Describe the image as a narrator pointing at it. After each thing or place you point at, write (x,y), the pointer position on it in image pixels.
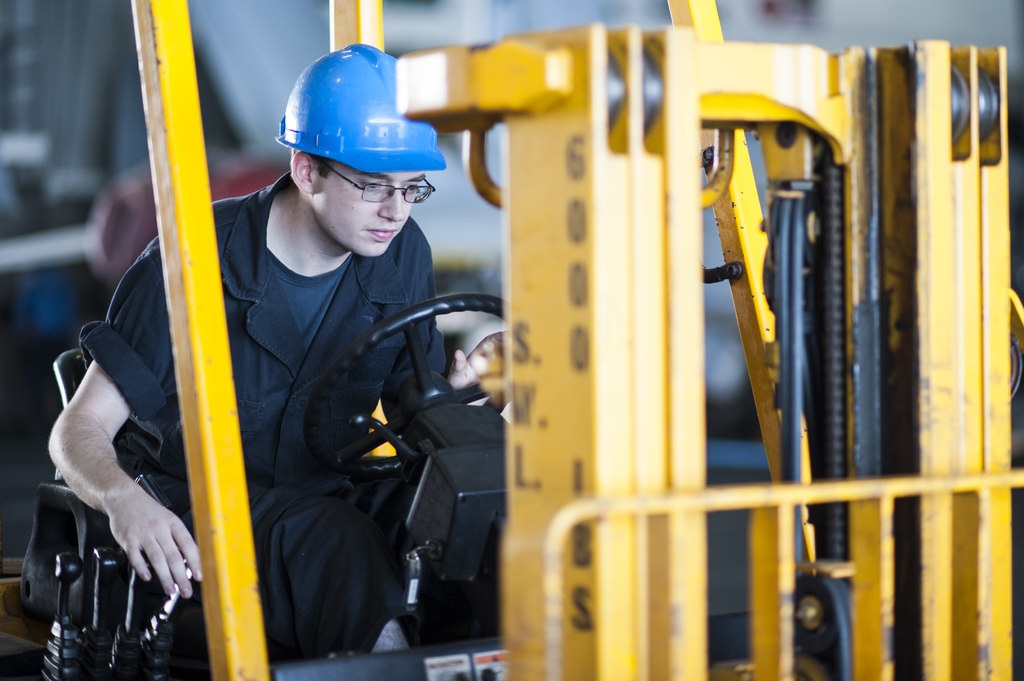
Background (96,66) portion of the picture is blur. In this picture we can see a person (385,204) wearing spectacles (423,194) and a helmet (414,142) is sitting on the vehicle (560,228). There is some text (586,229) on the yellow rod (572,228).
